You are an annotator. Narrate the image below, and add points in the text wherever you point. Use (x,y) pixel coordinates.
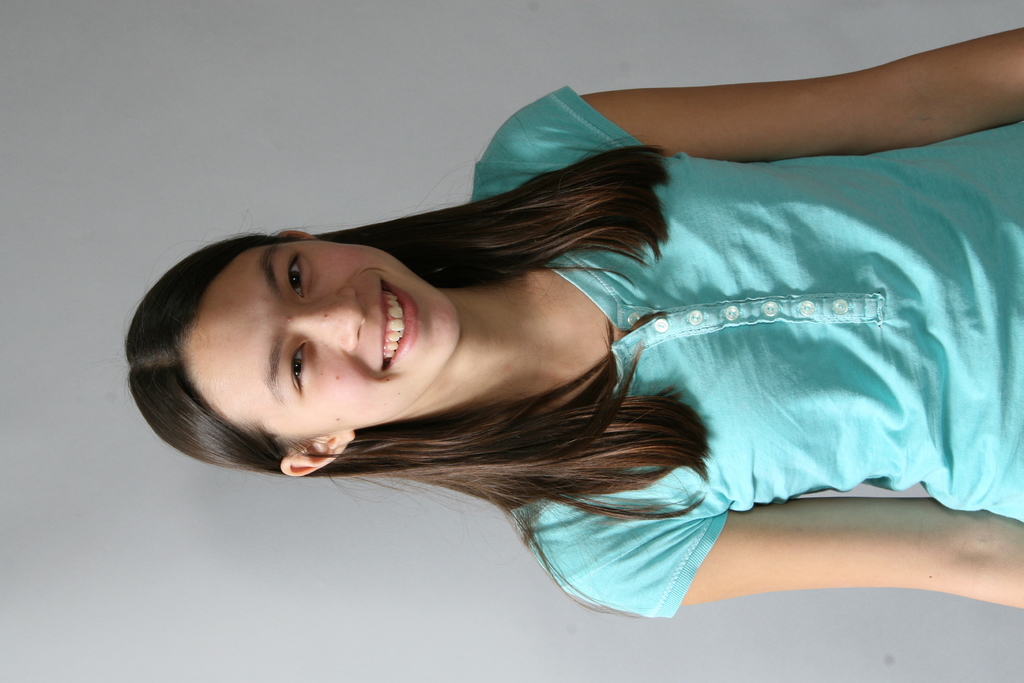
In this image there is one girl (539,339) standing and smiling as we can see in the middle of this image (506,365). There is a wall (233,223) in the background (344,51).
